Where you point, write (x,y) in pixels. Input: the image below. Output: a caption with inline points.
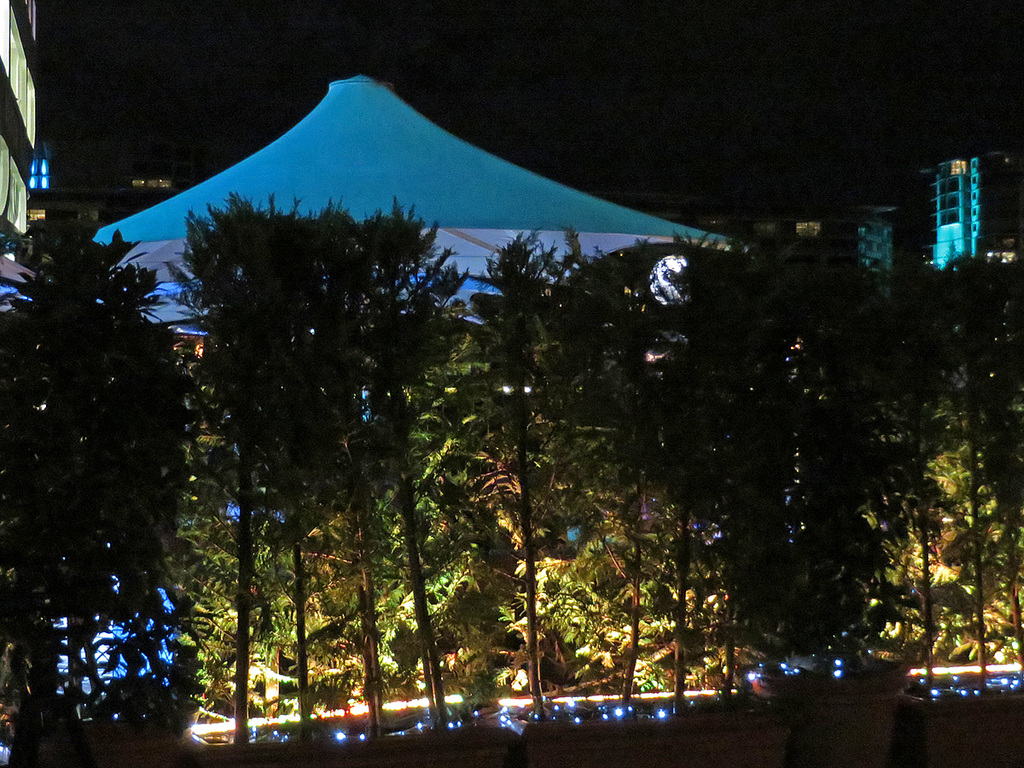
In the center of the image (373,391) there are trees (429,500) and there is a tent (384,131). At the bottom (533,704) there are lights (1002,684). In the background (772,182) there are buildings (40,190) and sky (94,172).
